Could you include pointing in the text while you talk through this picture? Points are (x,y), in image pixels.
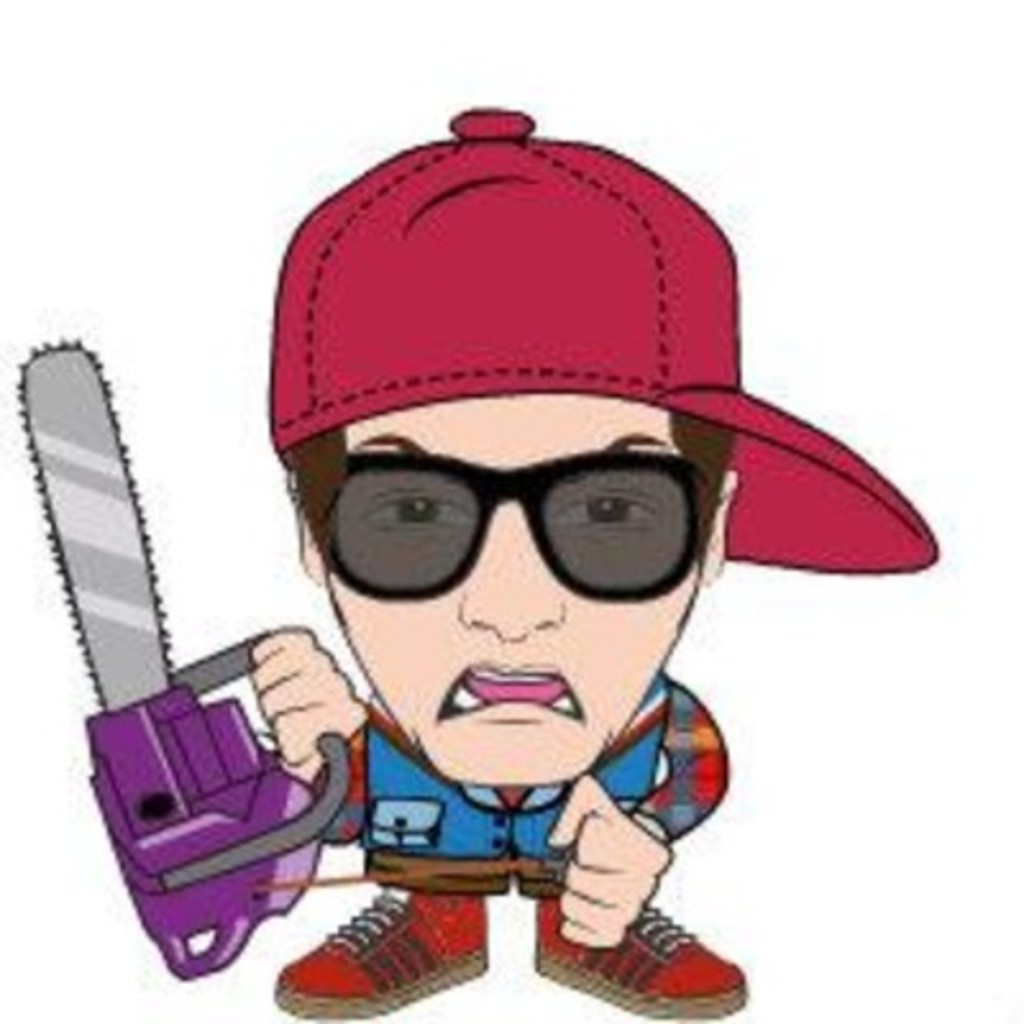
This image is an animated image. In the middle (578,549) there is a man (551,626), he wears a shirt (682,789), shoe (652,968), cap (495,343), he is holding a machine (93,662).
